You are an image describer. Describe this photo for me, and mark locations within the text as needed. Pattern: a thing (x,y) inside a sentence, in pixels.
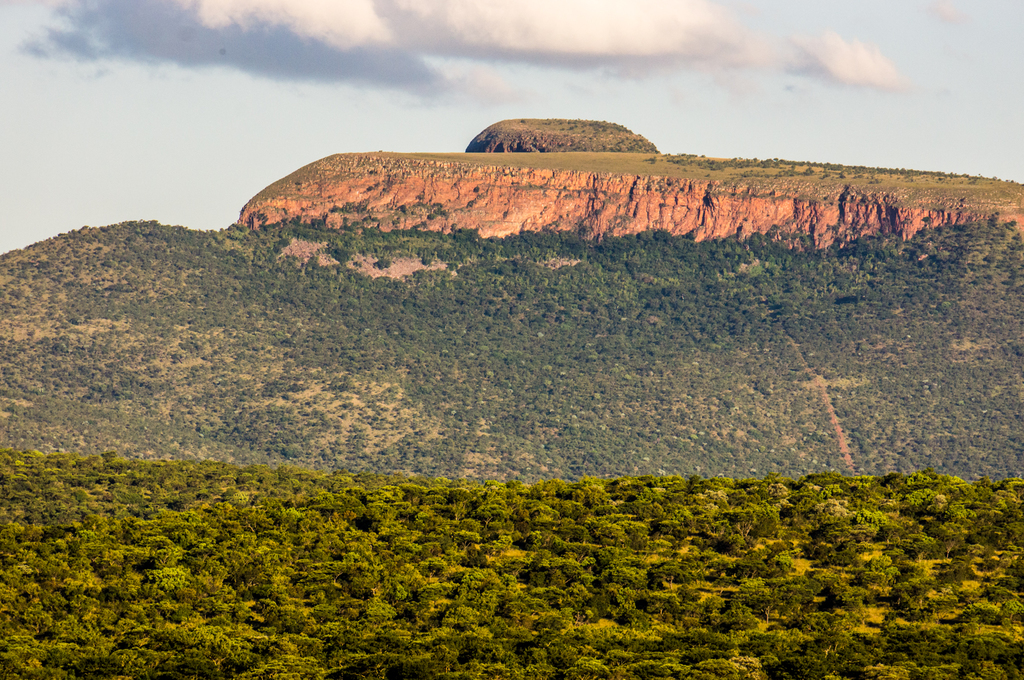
In this picture we can see a mountain (508,446). In the foreground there are trees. In the middle of the picture (387,228) we can see a mountain (556,188) and trees (715,165). At the top (313,60) there is sky (261,90).
